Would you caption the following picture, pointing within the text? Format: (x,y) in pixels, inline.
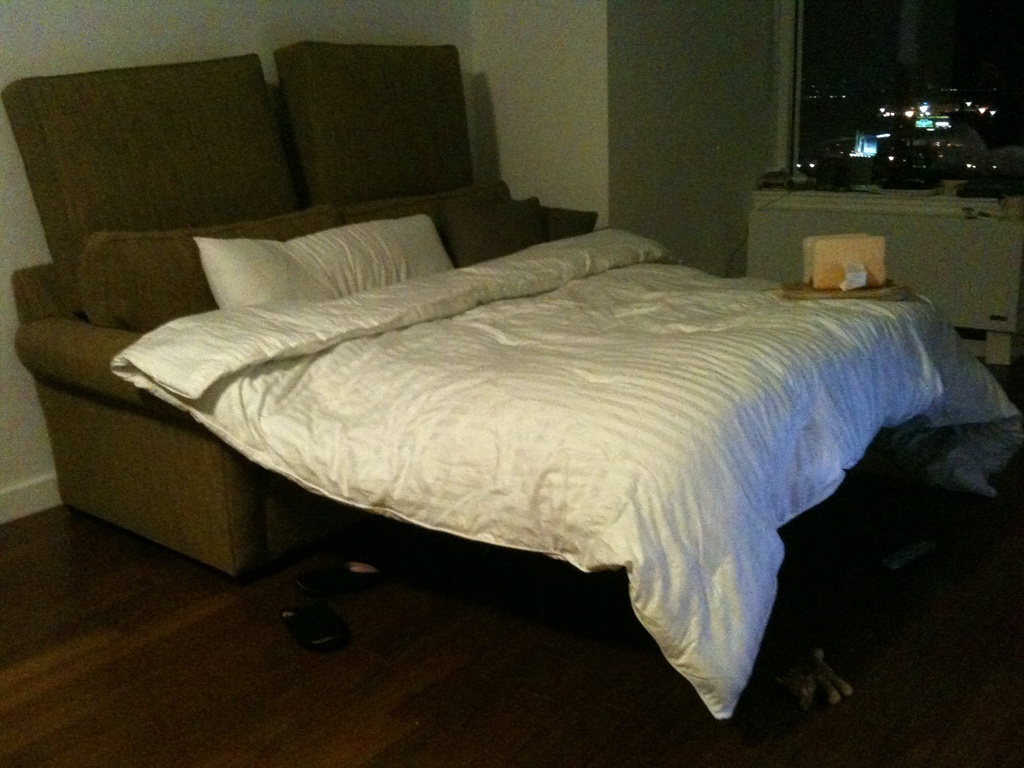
In this picture we can see a room (553,120) with bed (514,389) and on bed (569,314) we have bed sheets (694,324), pillows (451,200) and aside to this we have wall (692,89), window (800,124), table (954,289) and on floor (445,633) we can see slippers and a toy (820,678).
